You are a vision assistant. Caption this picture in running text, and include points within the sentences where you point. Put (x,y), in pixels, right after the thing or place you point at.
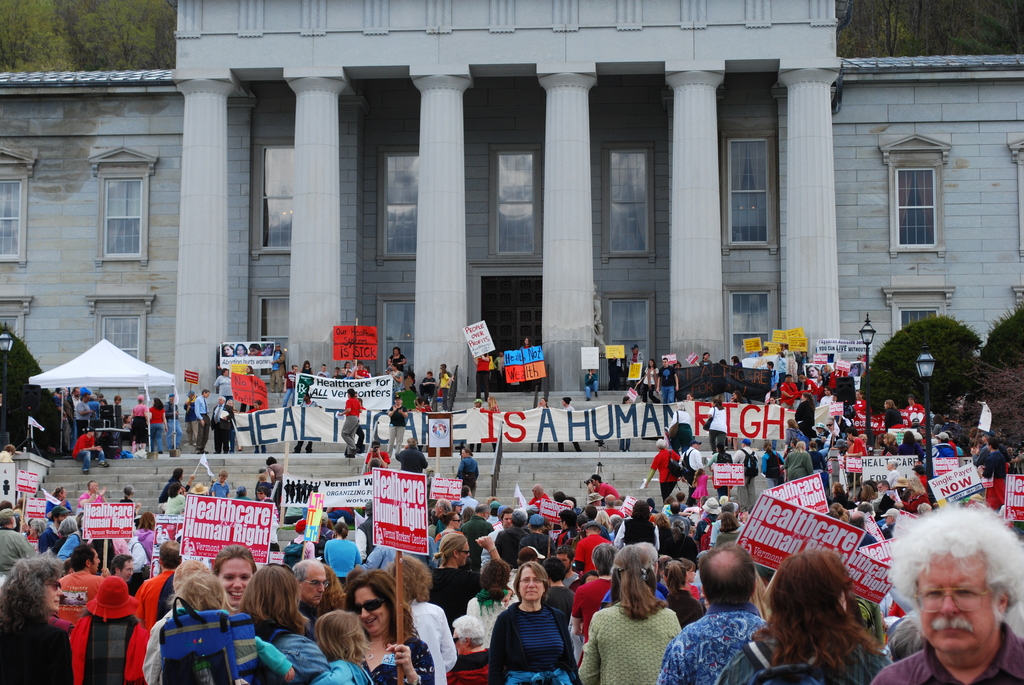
In the image there are many people (294,603) standing all over the place holding banners (404,531) protesting, in the back (51,188) there is a building (281,162) with many windows (921,213).
